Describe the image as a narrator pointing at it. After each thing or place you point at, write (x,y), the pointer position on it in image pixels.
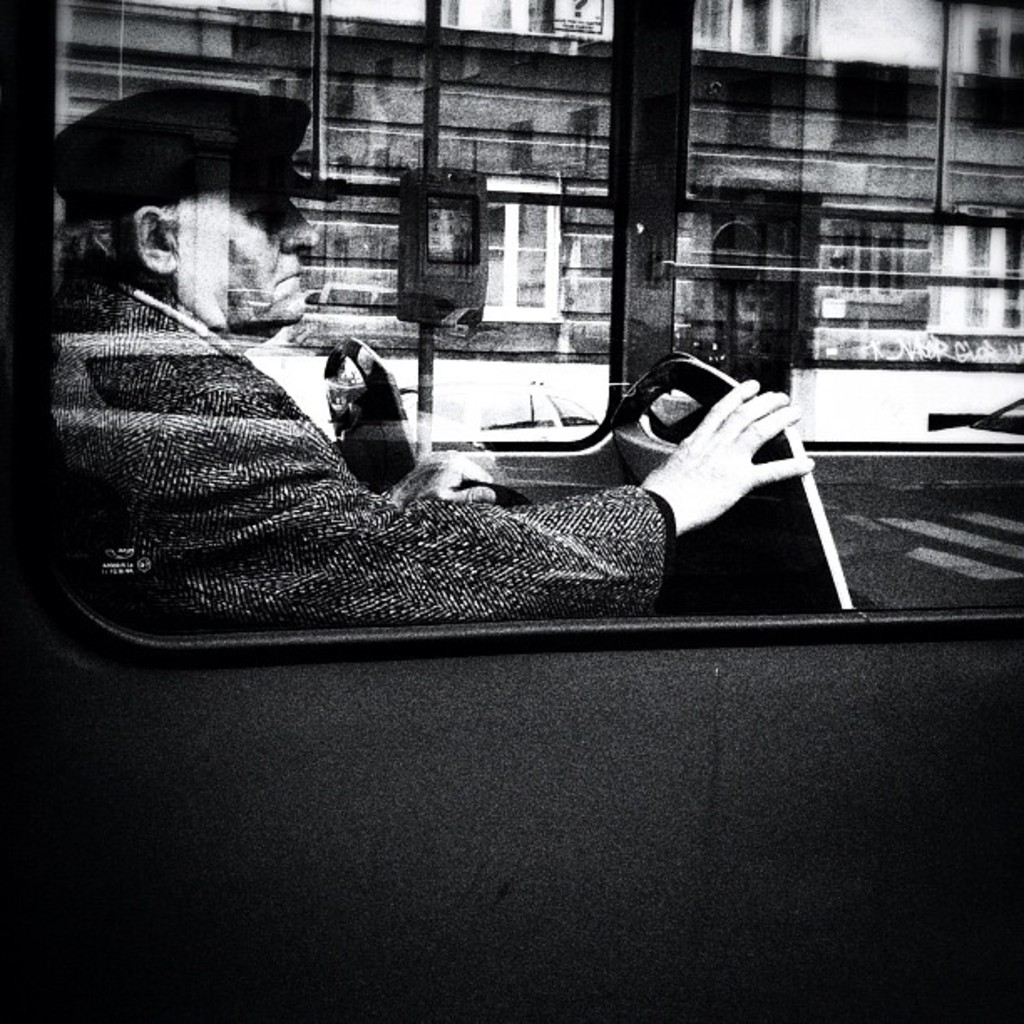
This is a black and white image. In this image we can see a man (365,549) sitting on the seat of a motor vehicle (744,572), buildings (914,326) and street poles (432,59).
